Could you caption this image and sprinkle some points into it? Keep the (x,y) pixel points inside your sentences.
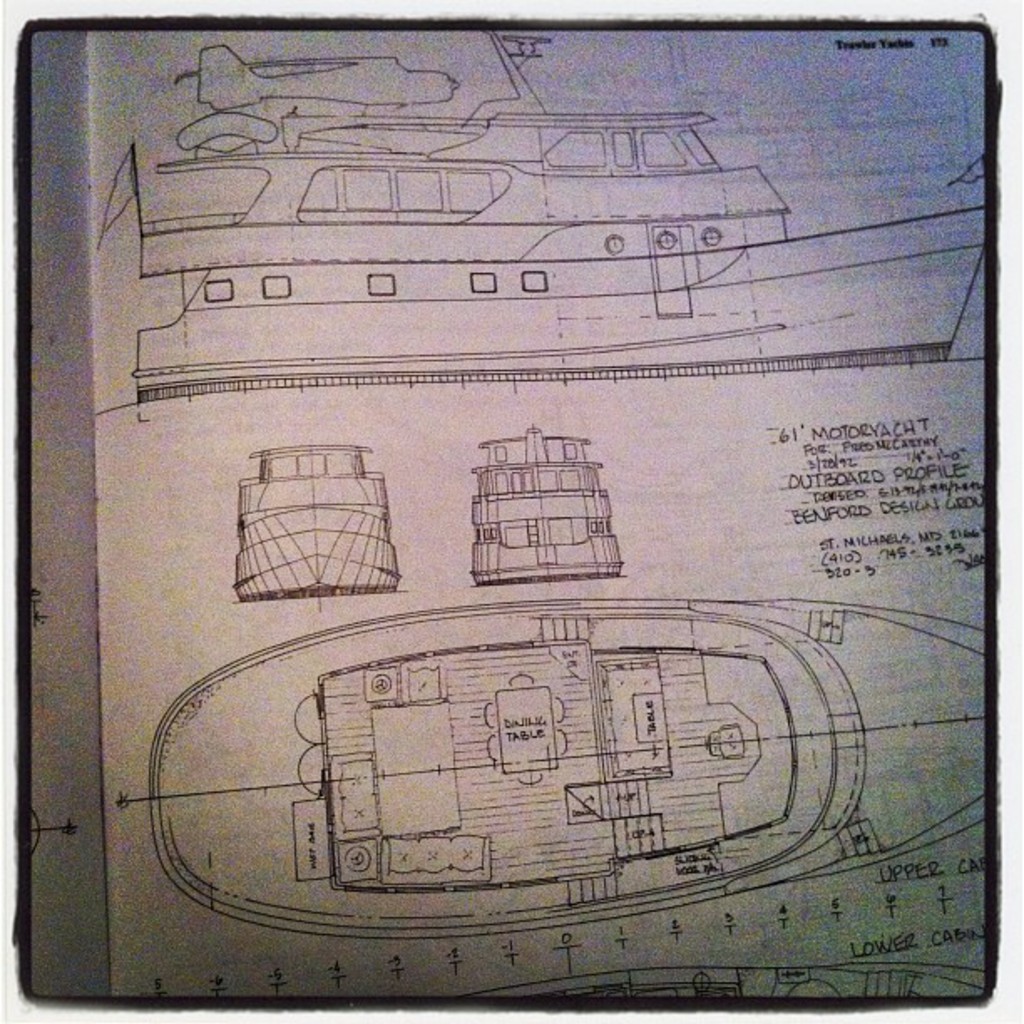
In this picture it looks like some sample designs (831,322) of boats (276,474), ships (248,382) and their parts (598,191) on a white paper (422,451) with some text (792,437) written on it.
